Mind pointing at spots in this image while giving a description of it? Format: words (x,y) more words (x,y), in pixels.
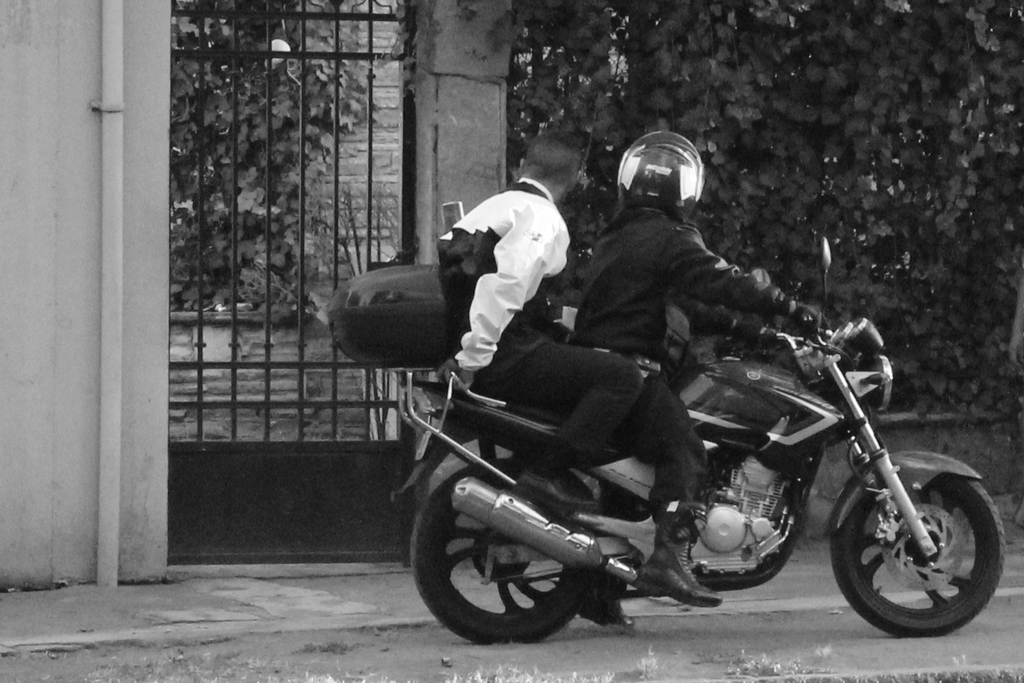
There are two persons (508,251) sitting on a bike (632,461), which is on the road (601,641). In the background (715,121), there are trees (633,88), gate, wall (453,54) and a pipe (107,138).
